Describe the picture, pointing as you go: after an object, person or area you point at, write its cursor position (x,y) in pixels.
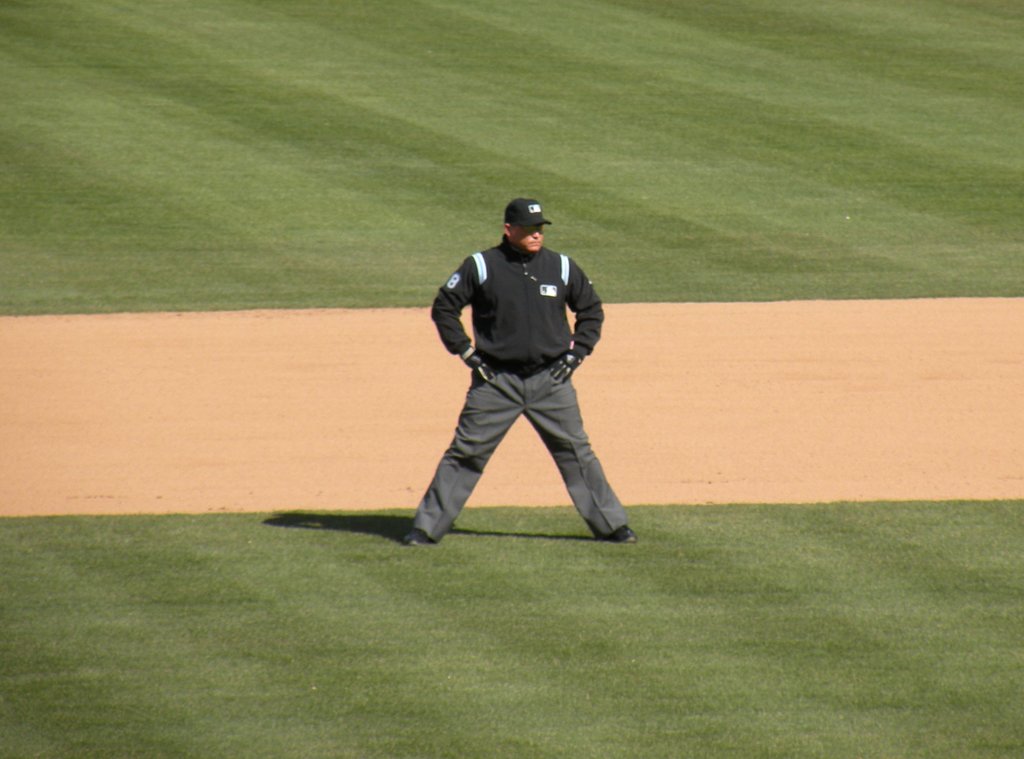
In this image we can see a person (520,376) wearing the cap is standing on the grass field (575,615).
